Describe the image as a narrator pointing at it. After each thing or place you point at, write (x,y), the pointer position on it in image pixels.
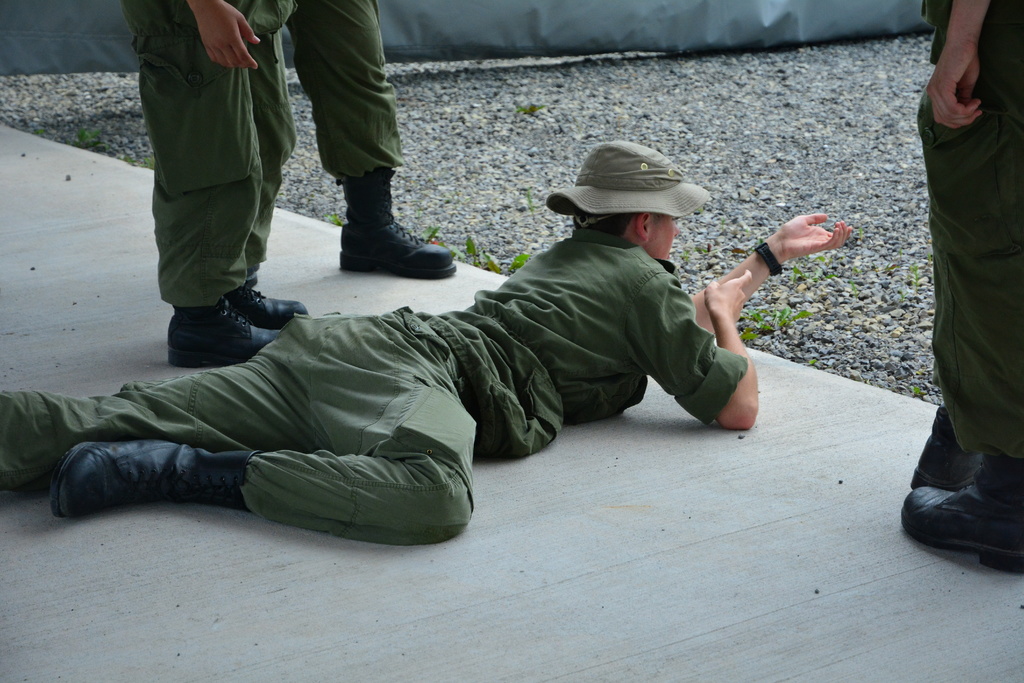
In this image we can see a person (611,406) wearing hat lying down on the floor (574,429). We can also see some plants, stones (471,199), a curtain (531,21) and a group of people (382,267) standing beside him.
